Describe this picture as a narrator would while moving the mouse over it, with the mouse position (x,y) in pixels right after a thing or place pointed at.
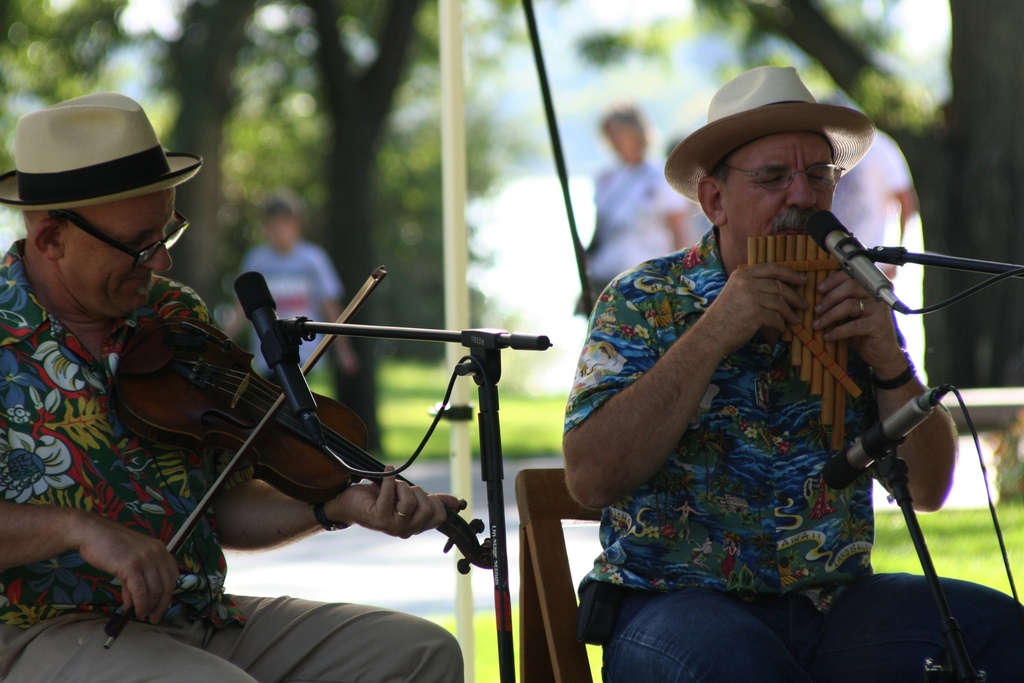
In this, right side (744,496) a human (731,503) is sat on the chair (573,642). He is playing a musical instrument (809,256) in-front of microphone (822,234). He wear glasses (825,173), hat (828,141). On the left side (206,536) another human (122,450) is playing a violin (234,406) in-front of microphone (257,318). We can see stand (495,550) here. He wear a glasses (146,262) and hat (122,191). At the background (375,66), few peoples (273,263) are standing near trees (330,187). We can see grass (542,403) here.
